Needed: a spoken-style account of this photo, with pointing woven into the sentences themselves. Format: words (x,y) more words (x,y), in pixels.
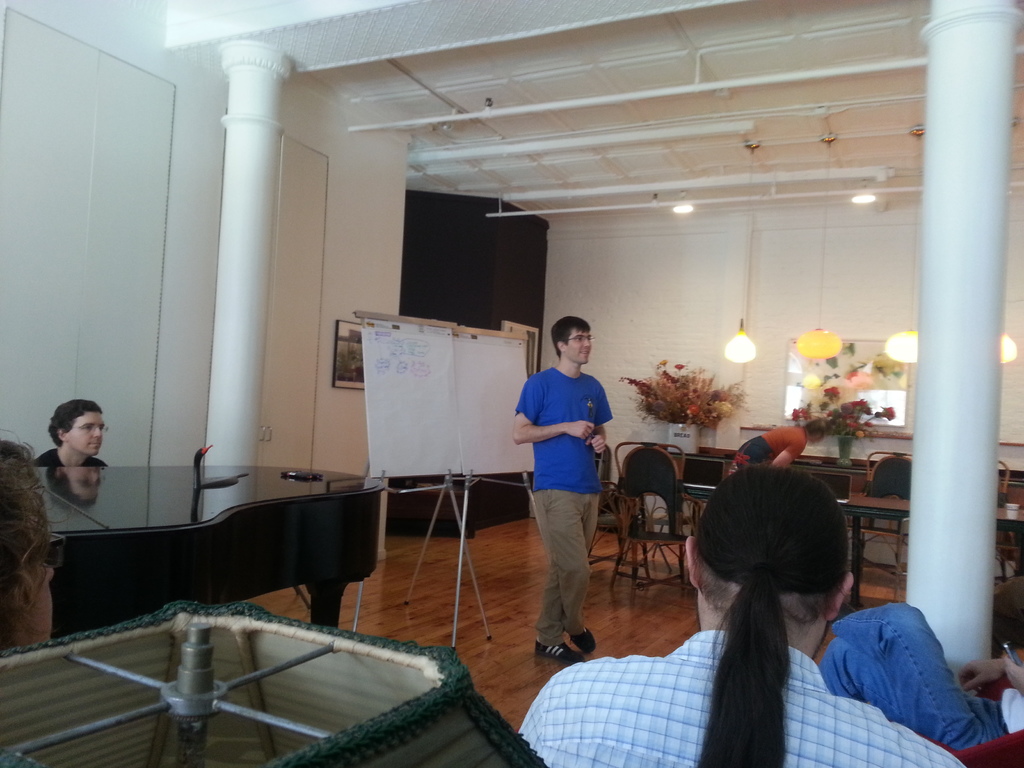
In this picture there are six persons (73,412). Two of them (28,464) are sitting in the left of the image (15,464), two of them (699,601) are sitting in the right of the image (865,648) bottom. One person (568,513) is standing in the center of the image (573,411), behind that board stand (497,401) is there and there is a wall painting (337,363) on the wall (342,316). In the background (884,503) there is a table (810,462) where houseplants (707,423) are kept and a chandelier (825,352) and lamp light (745,350) is hanged. In the left of the image (211,565) there is a piano (263,487). There is a white color roof top (458,152). There are chairs (634,502) kept on the floor (665,564).
